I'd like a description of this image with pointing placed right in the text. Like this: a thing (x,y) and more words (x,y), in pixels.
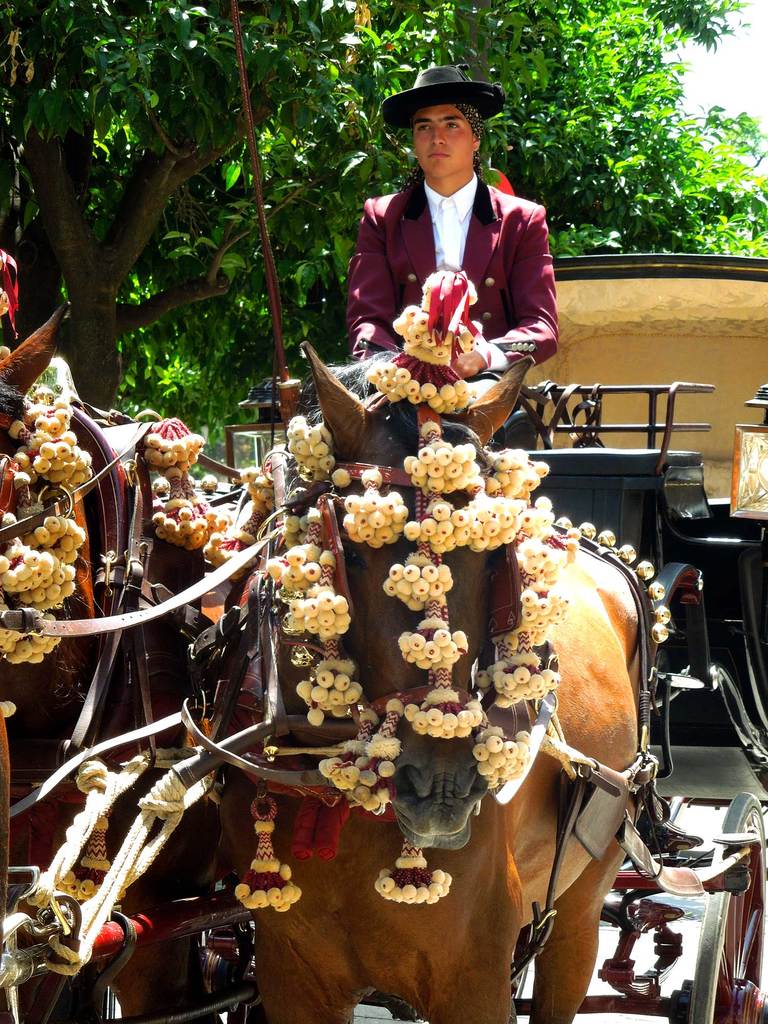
In this image there are horses (594,743) with some decorative materials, rope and a person (554,354) wearing red coat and black hat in the foreground (442,385). There are trees (716,7) in the background (2,15). And there is a sky (693,117) at the top (704,119).
